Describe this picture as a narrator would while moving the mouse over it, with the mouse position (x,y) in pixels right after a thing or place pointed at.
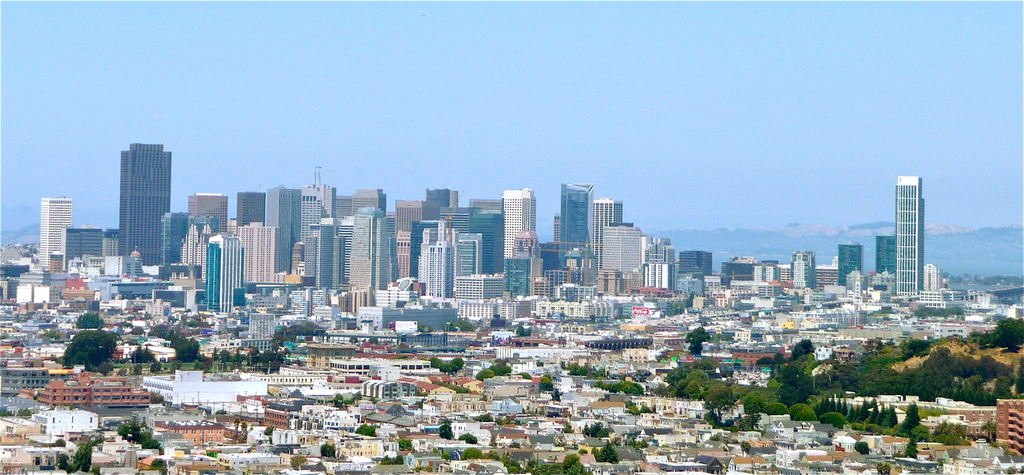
This picture is clicked outside. In the foreground (907,402) we can see the trees (912,379) and many number of houses (264,409). In the background (577,123) we can see the sky (745,166), buildings (892,240) and skyscrapers (506,235) and many other objects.
